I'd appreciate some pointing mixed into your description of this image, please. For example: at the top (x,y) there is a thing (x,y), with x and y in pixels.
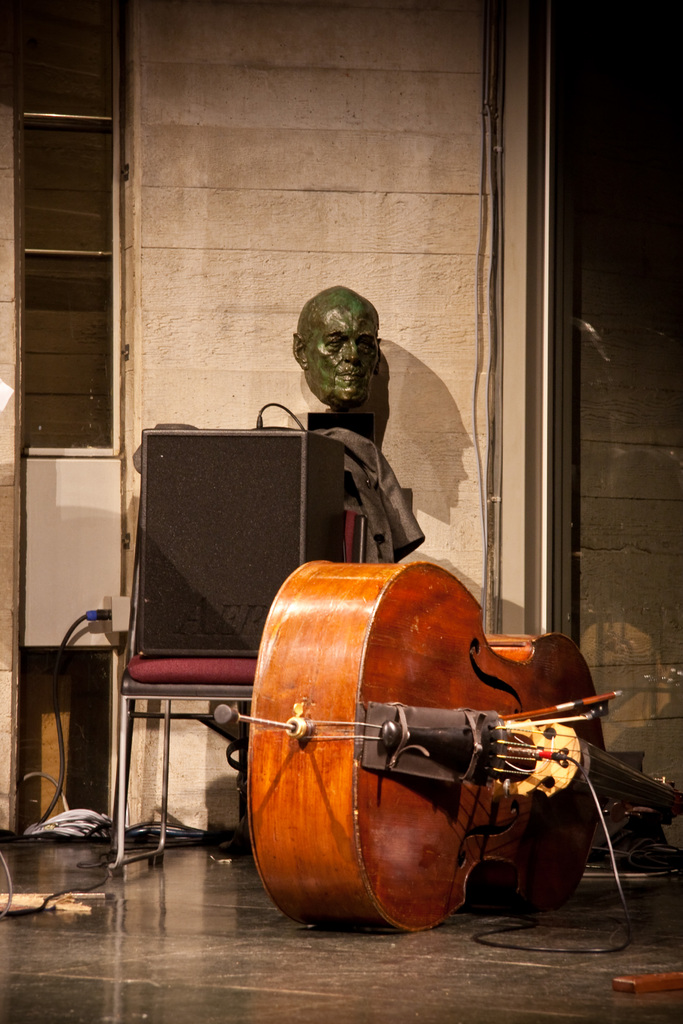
In this image I can see a musical instrument (367,628). Background (278,500) I can see a speaker (176,631) on the chair (186,670), I can also see a bust (346,336) in front of the wall (308,268) and the wall (271,228) is in cream color.
